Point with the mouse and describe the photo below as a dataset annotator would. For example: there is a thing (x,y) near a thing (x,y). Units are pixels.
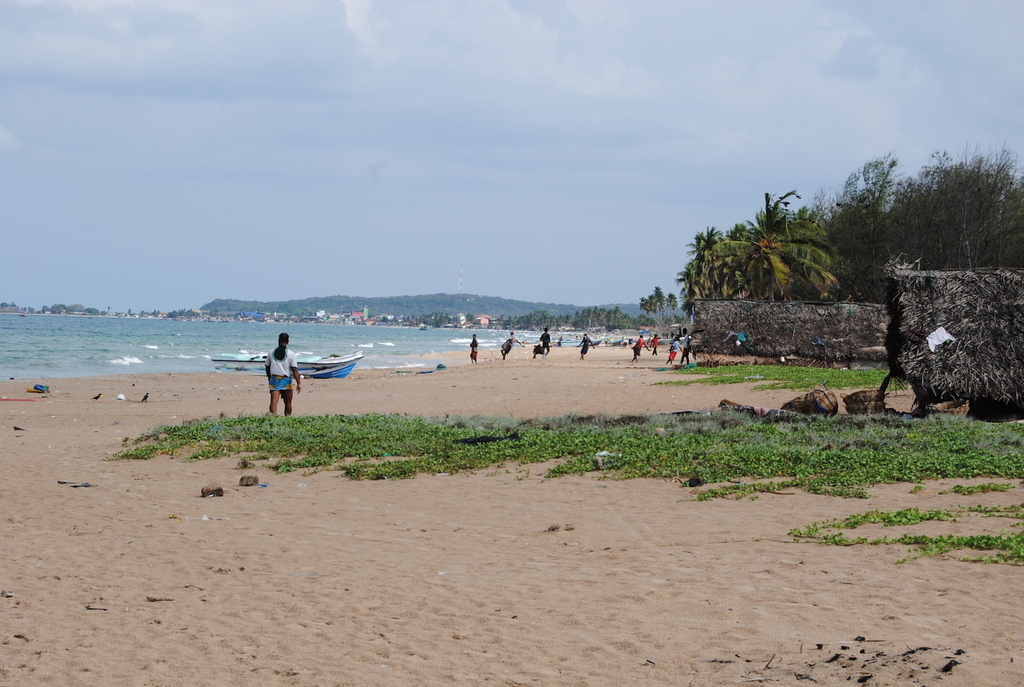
In this picture, we see people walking on the seashore (447,384). On the right side (782,379), there are huts (935,386) and grass (734,440). We see water (258,343) and a boat (252,361) in blue color. There are many hills (497,307) and trees (708,289) in the background (479,308). At the top of the picture (431,145), we see the sky (378,284) and at the bottom of the picture (424,577), we see the sand (514,580). This picture is clicked in the beach (179,667).
